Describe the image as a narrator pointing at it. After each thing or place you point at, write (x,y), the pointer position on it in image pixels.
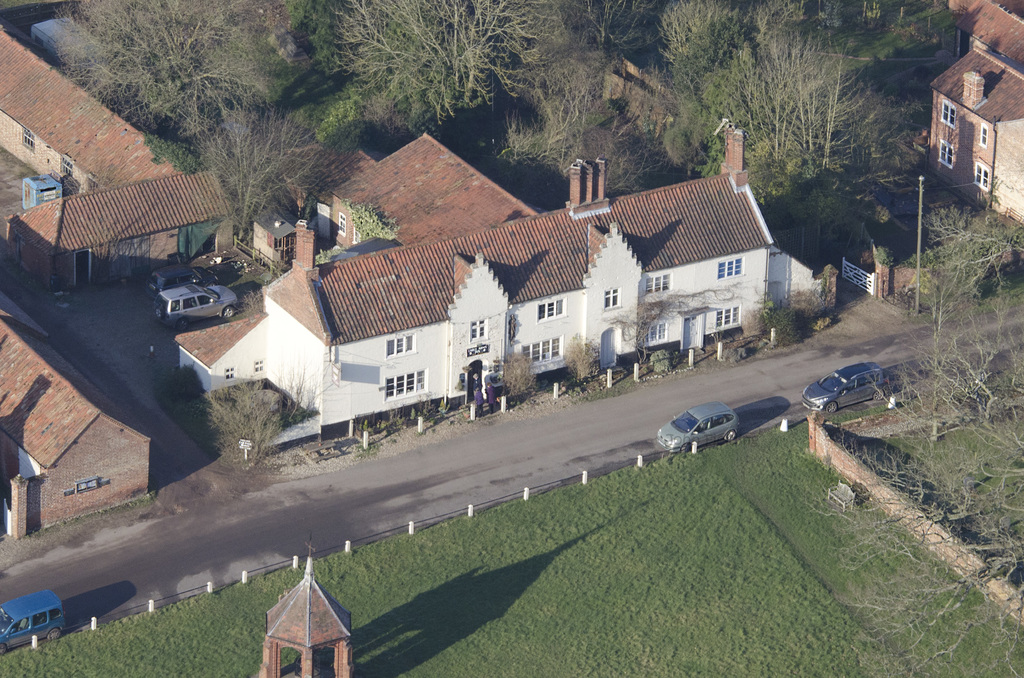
The picture consists of houses (408,320), trees (754,39), road (313,508), walls (917,525), cars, grass (488,557), windows (407,338), roofs (203,181) and other objects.
